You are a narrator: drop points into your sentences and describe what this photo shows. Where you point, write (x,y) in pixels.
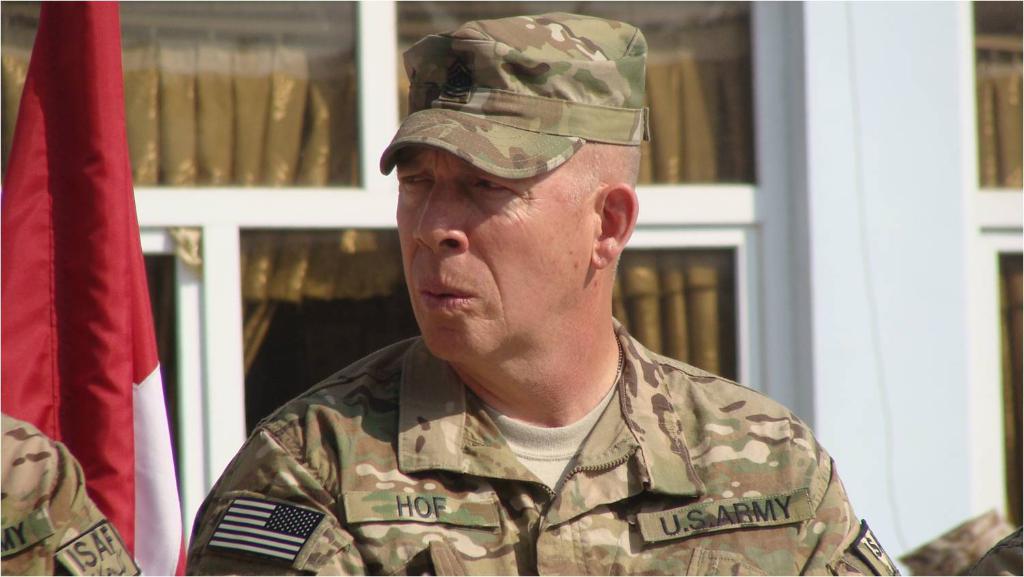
In the center of the image (457,240) we can see person (463,463). In the background (24,1) we can see flag (12,176), windows (263,198), curtain (177,165) and building (789,91).
